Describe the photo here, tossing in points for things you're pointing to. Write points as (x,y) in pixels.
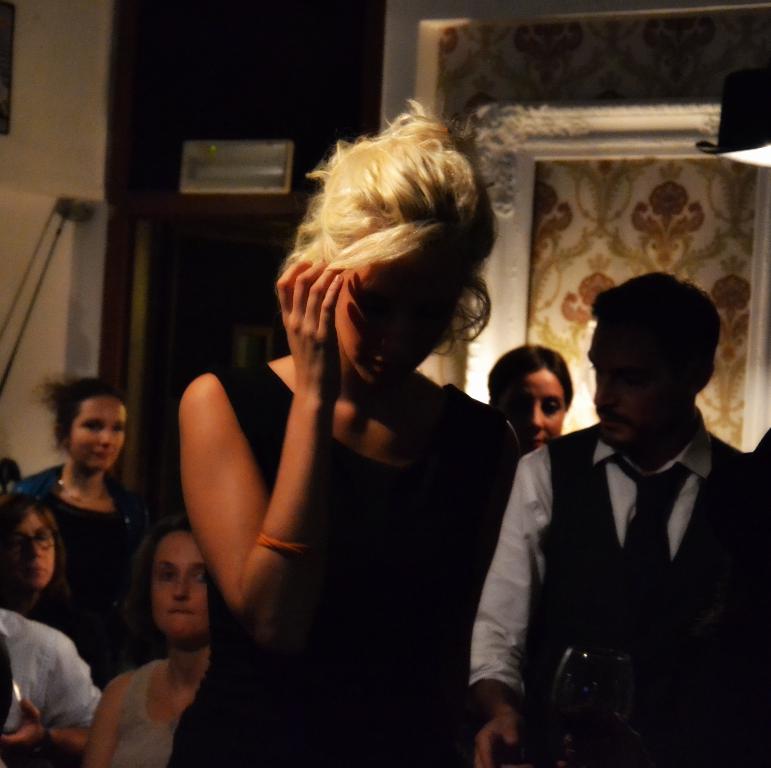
In this image, we can see people (320,314) and in the background (532,138), there is a board (222,171), stand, a wall (579,75) and we can see another object (749,107).
